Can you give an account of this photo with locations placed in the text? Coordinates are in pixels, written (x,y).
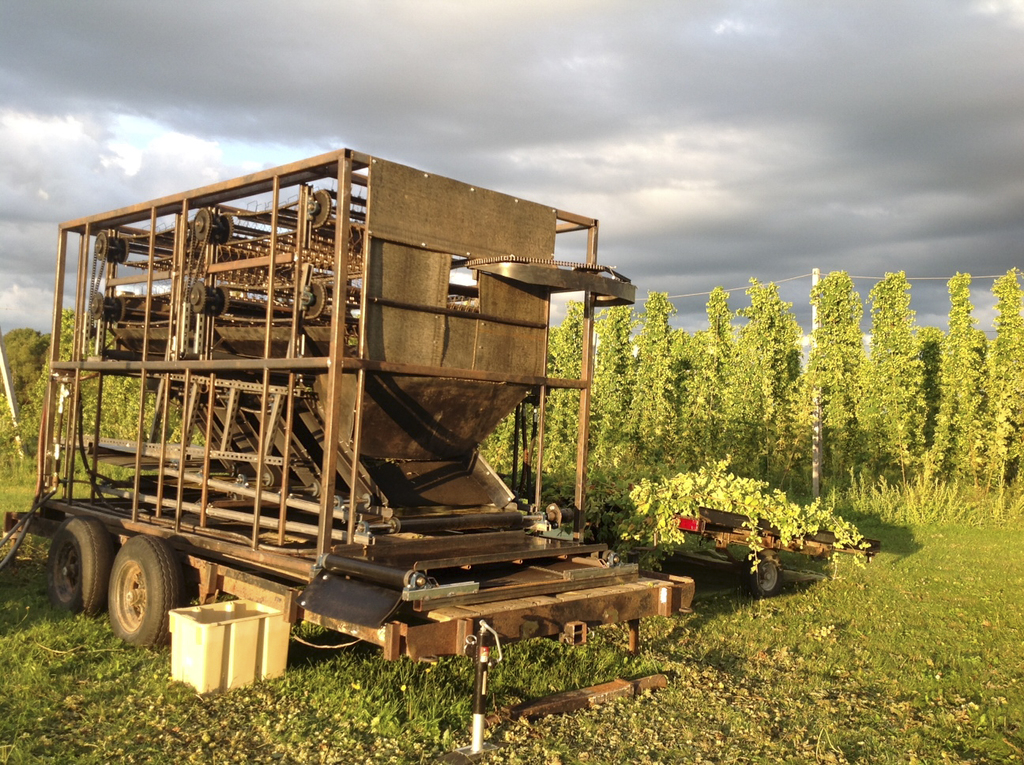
We can see vehicle (377,635) and cart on the grass (372,662). In the background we can see trees (777,377), pole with wires (878,278) and sky (742,213).
